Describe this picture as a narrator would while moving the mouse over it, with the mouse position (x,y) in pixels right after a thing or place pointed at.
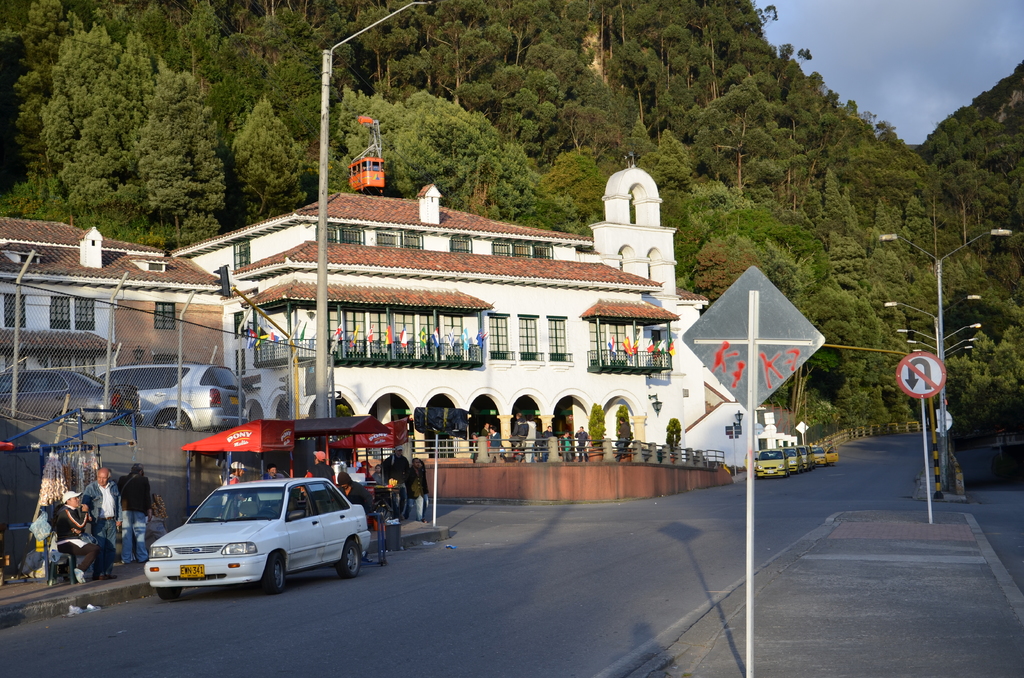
Here in this picture we can see houses (352,326) present over there and on the road (779,489) we can see number of cars (287,518) present and we can see a shed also present over there and we can see people (318,453) standing and sitting on the road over there and we can see number of light posts (938,324) and sign boards (911,394) present over there and we can see plants (806,241) and trees (762,210) present all over there and we can also see clouds (953,38) in the sky (932,25).
